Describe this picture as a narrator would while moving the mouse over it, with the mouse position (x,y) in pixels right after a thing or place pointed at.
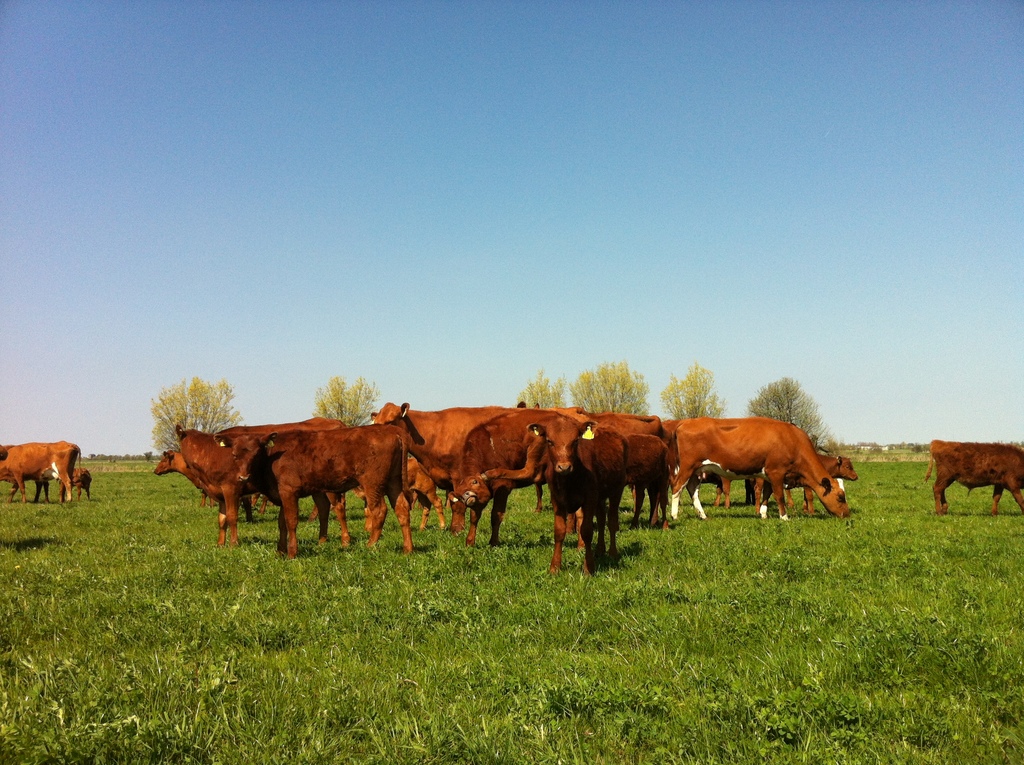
This image is taken outdoors. At the top of the image (321,194) there is a sky (788,195). At the bottom of the image (264,627) there is a ground (140,647) with grass (511,690) on it. In the background (820,440) there are a few trees (200,414) and plants (111,459). In the middle of the image (508,421) there are a few cattle (473,513) grazing grass (535,556) on the ground (599,567).
